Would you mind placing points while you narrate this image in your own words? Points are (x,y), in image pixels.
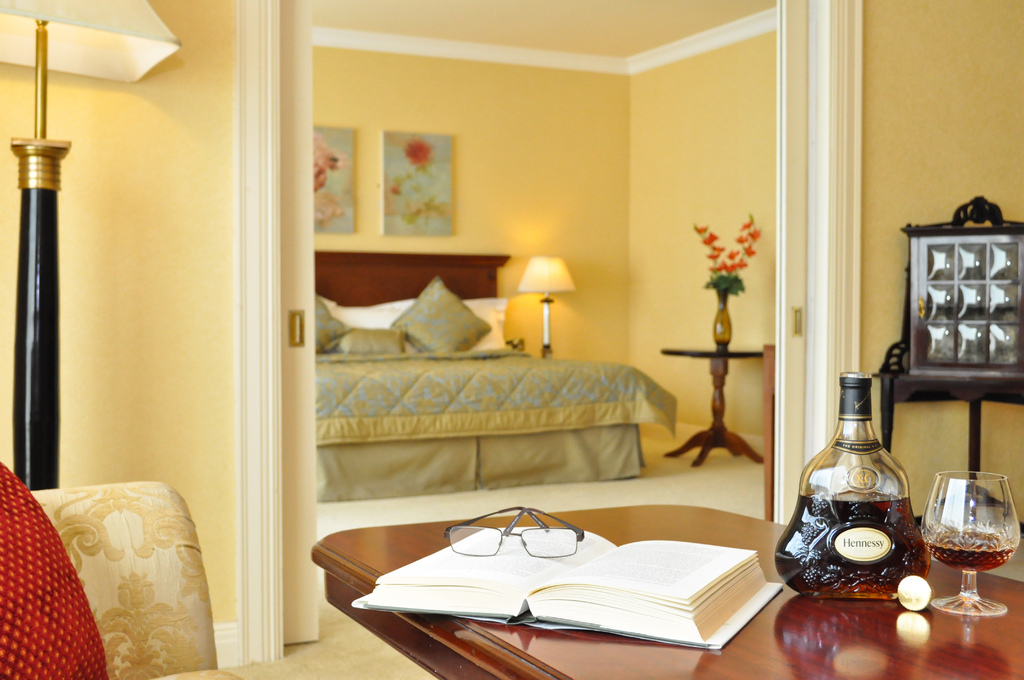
In this image I see a bed (494,305), a lamp (550,264), few photo frames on the wall (668,91) and tables (446,665) on which there is a book (475,557), spectacle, bottle (880,478), glass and a flower vase (714,242).
